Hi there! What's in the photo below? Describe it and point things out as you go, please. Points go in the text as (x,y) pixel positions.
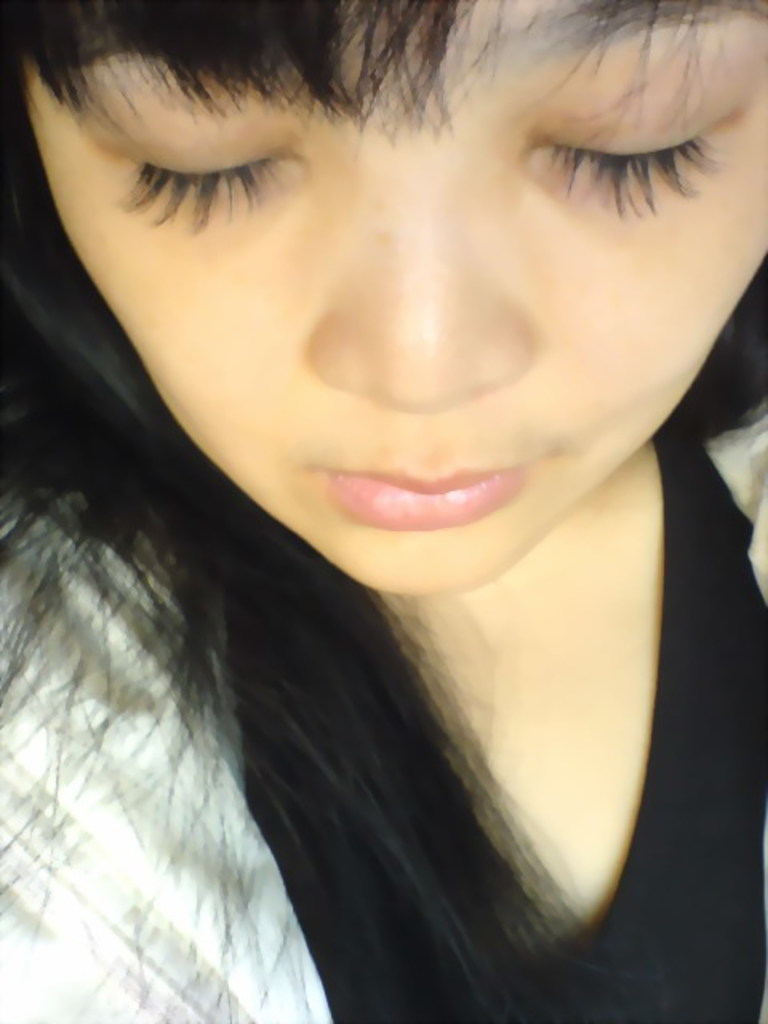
In this picture I can see a woman (516,705).
